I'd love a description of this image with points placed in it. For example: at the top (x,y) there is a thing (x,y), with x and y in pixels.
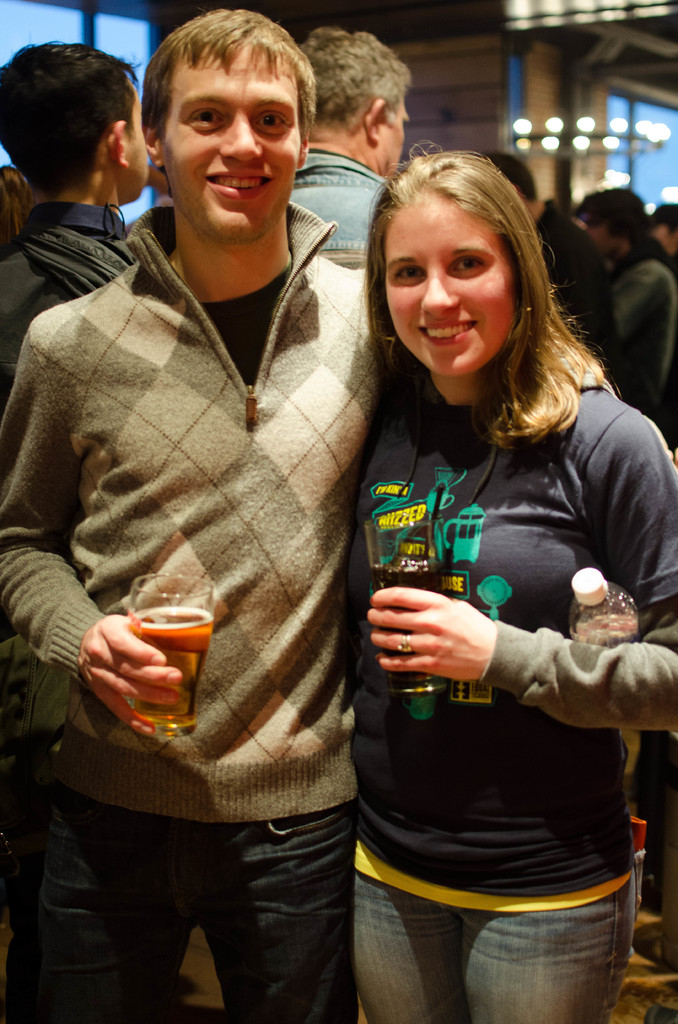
In front of the picture, we see the man (314,450) and the women (470,579) are standing. They are holding the glasses (200,594) containing the liquids (175,649) in their hands (377,614). She is even holding the water bottle (610,625). Both of them are smiling and they might be posing for the photo. Behind them, we see people (627,239) are standing. In the background (548,90), we see the windows (110,34), a wall (468,69) and the lights (548,124). This picture is blurred in the background (524,98).
